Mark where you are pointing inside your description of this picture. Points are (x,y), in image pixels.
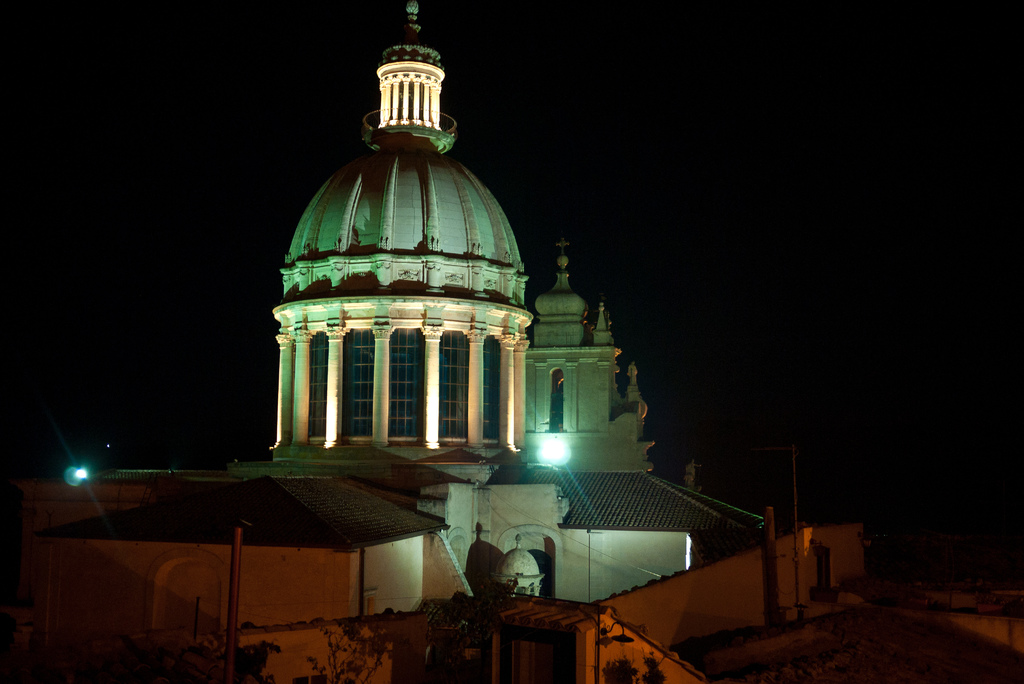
In this picture we can observe a white color building (330,507). There is a dome (386,228) on the top of this building (374,206). We can observe two lights (82,479). There are plants (331,665) in this picture. The background (774,176) is completely dark.
